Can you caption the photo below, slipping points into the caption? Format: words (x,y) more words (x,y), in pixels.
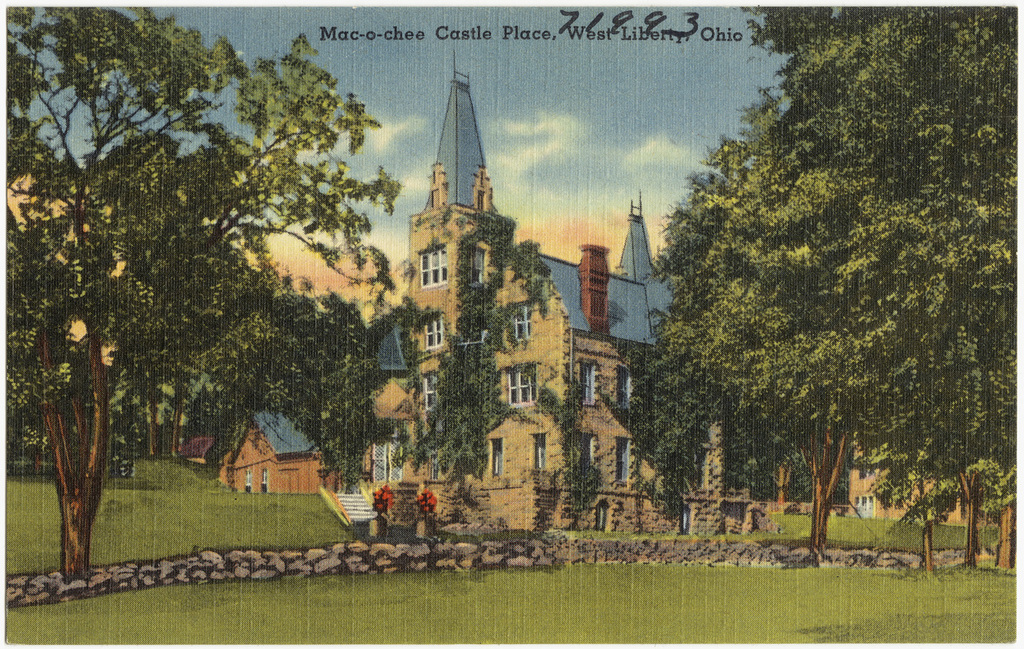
In this image, we can see a poster (634,349) with some images (558,187) and text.
